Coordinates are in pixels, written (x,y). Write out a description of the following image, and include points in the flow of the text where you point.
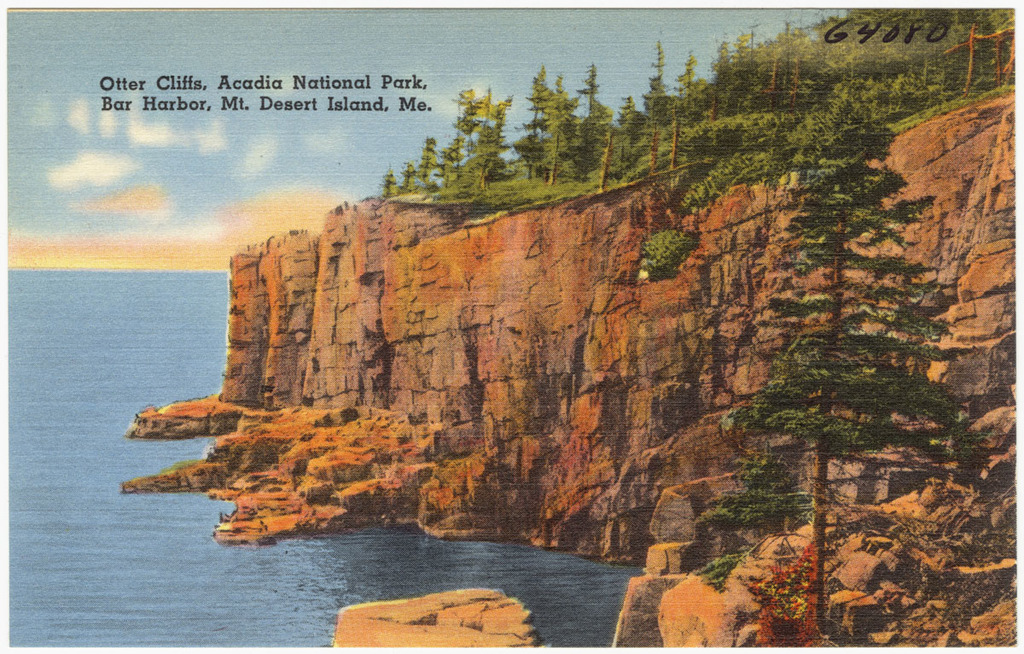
This is a picture of a poster (620,489), where there is a hill (570,500), trees (888,234), water (129,604), sky (248,152), and there are some words (431,110) on the poster (281,109).
